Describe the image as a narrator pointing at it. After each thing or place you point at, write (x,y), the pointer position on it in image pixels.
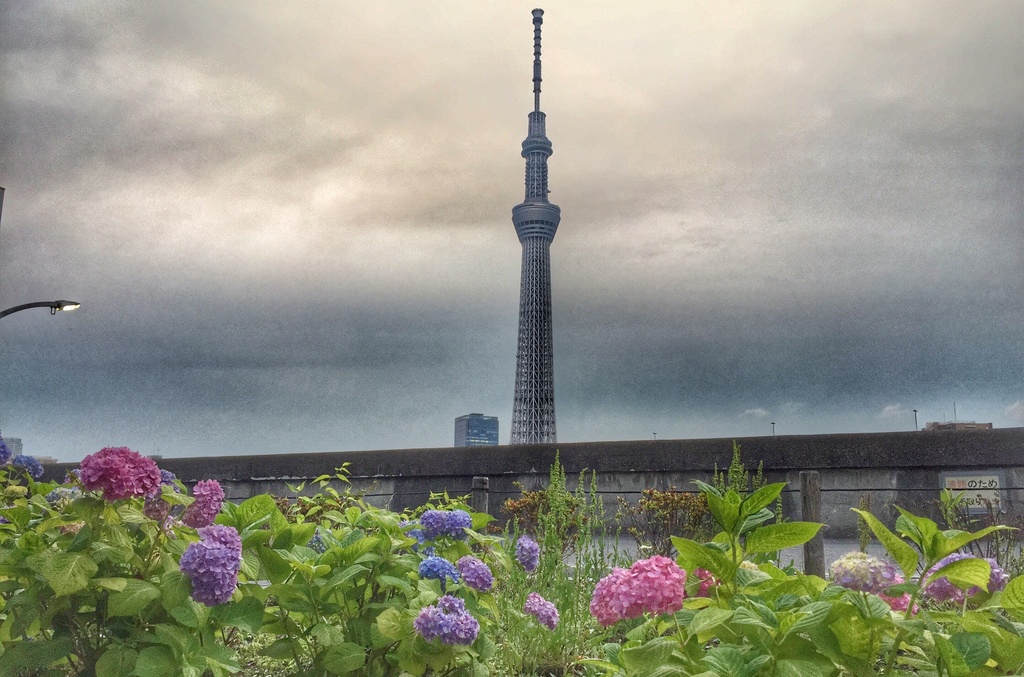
In this image we can see there are plants (366,578) with flowers (656,584) and at the side there is a wall (290,454), street light (44,307), building (486,427), tower (516,399) and the sky (383,155).
